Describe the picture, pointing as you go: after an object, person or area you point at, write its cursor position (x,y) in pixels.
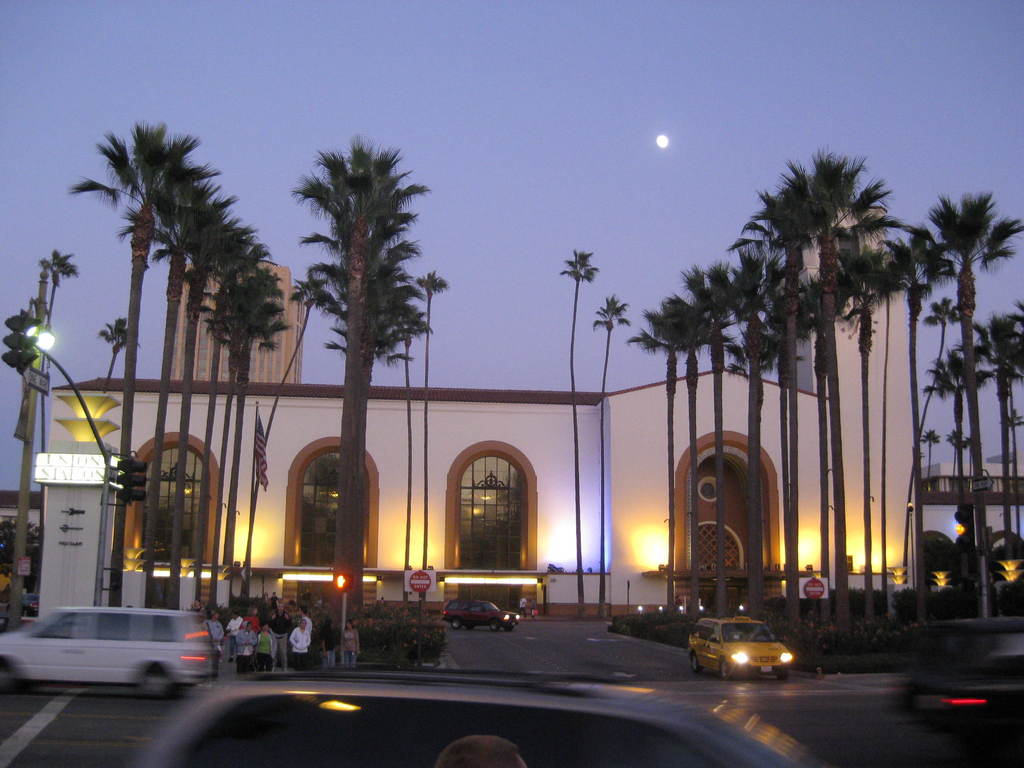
It's a building (494,519) and these are the green trees (603,514). Few vehicles (383,750) are moving on the road (474,660).
